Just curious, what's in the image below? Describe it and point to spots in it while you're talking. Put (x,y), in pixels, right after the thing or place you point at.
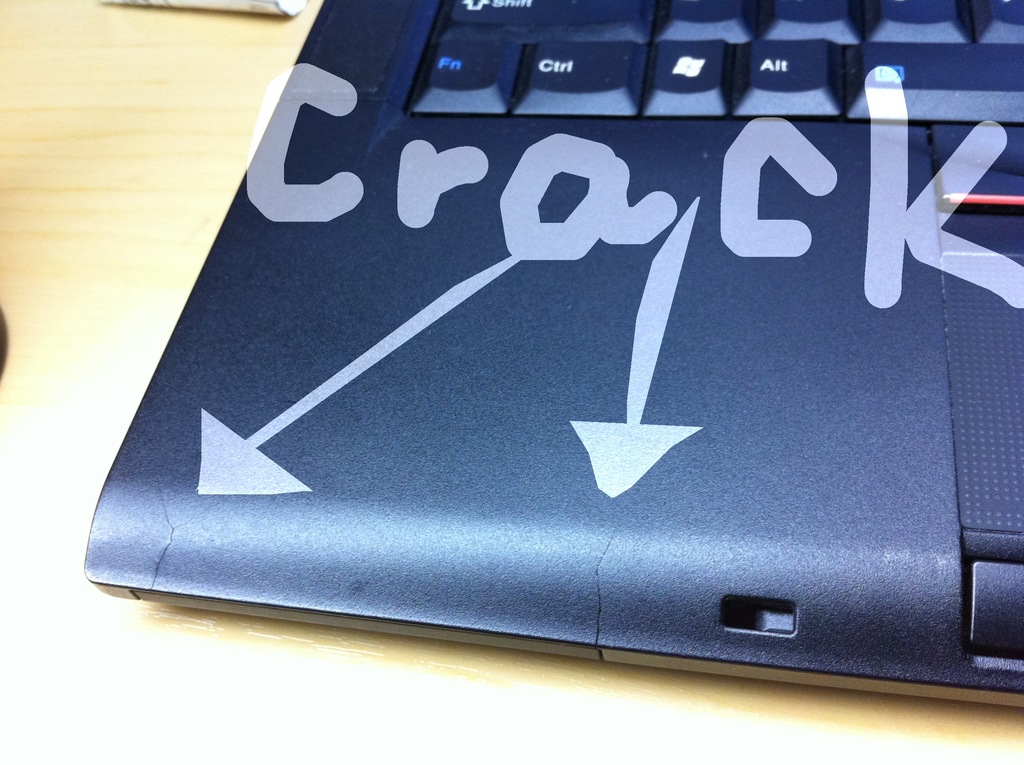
We can see a part of a laptop (704,309) with something written on that. And it is on a wooden surface (314,642).
